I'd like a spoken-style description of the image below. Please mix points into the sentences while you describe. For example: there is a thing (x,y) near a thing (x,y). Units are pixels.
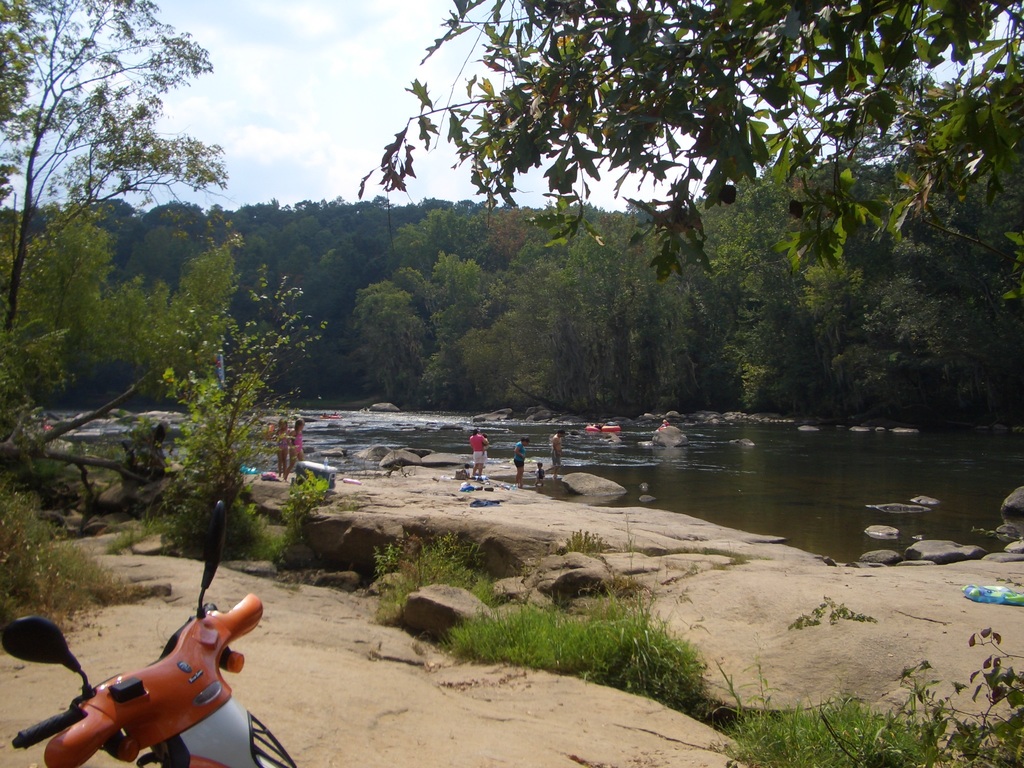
In this image we can see the water (760,468). And we can see the people (475,430). And we can see the stones (604,582). And we can see the grass (629,639), trees (110,267) and plants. And we can see the clouds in the sky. And we can see one vehicle (181,705).
